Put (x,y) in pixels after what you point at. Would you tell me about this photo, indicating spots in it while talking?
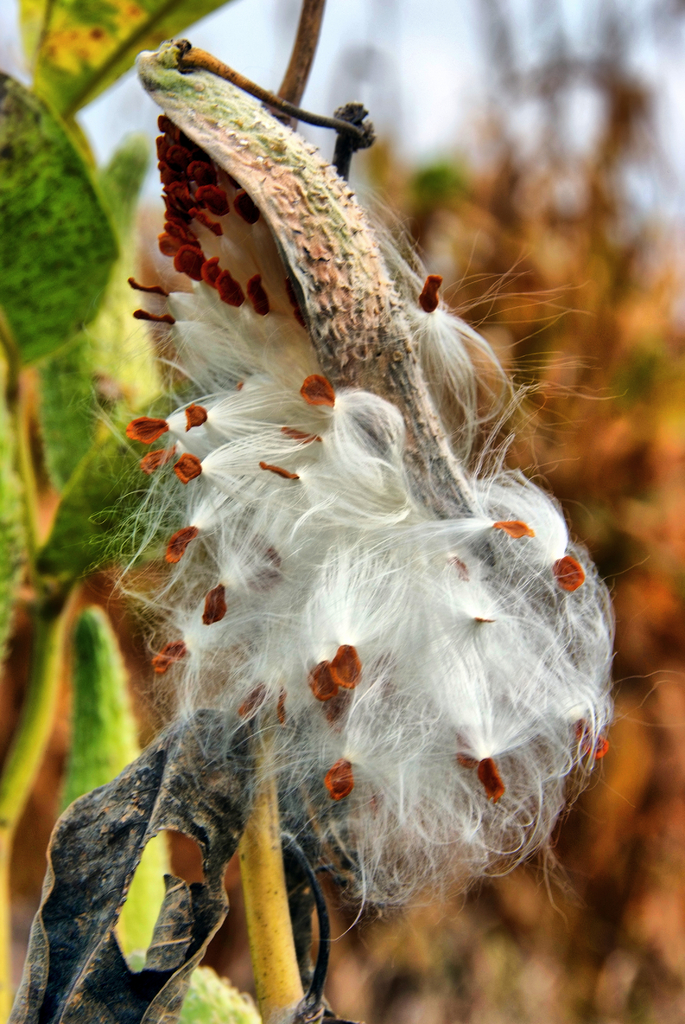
In this picture, it seems like a milkweed plant (274,542) in the foreground (272,524).
